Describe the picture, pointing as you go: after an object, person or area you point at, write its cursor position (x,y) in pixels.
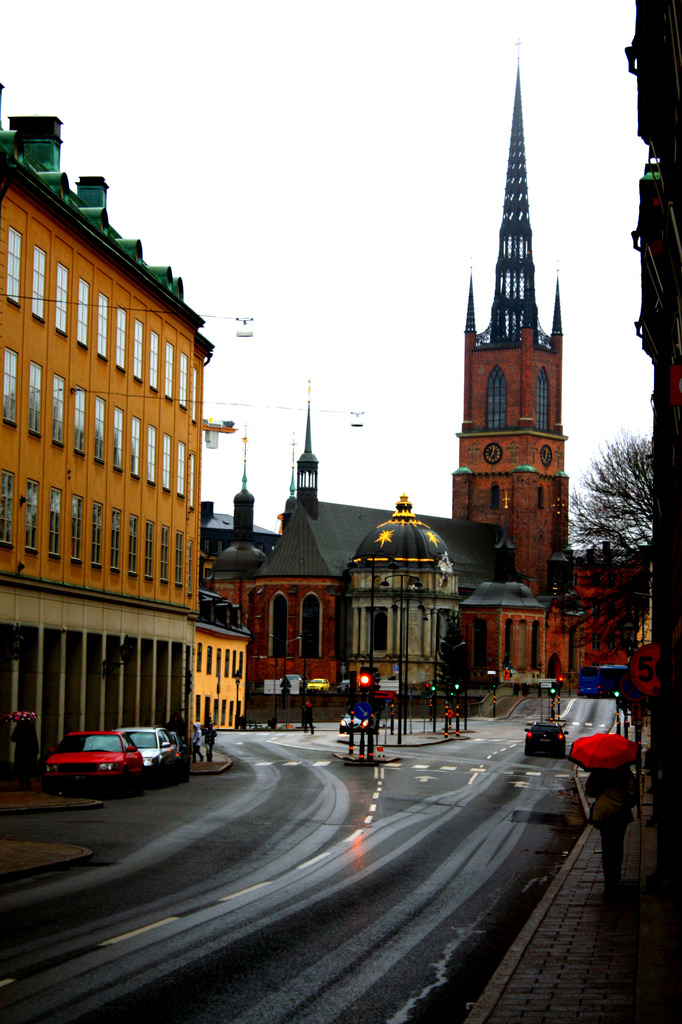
In this image there are a few pedestrians (624,803) walking on the pavement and roads (499,745), on the roads (316,754) there are some vehicles (171,760) passing, in the background of the image (415,684) there are lamp posts (239,715), traffic lights (374,713), trees (615,481) and buildings (303,468).
